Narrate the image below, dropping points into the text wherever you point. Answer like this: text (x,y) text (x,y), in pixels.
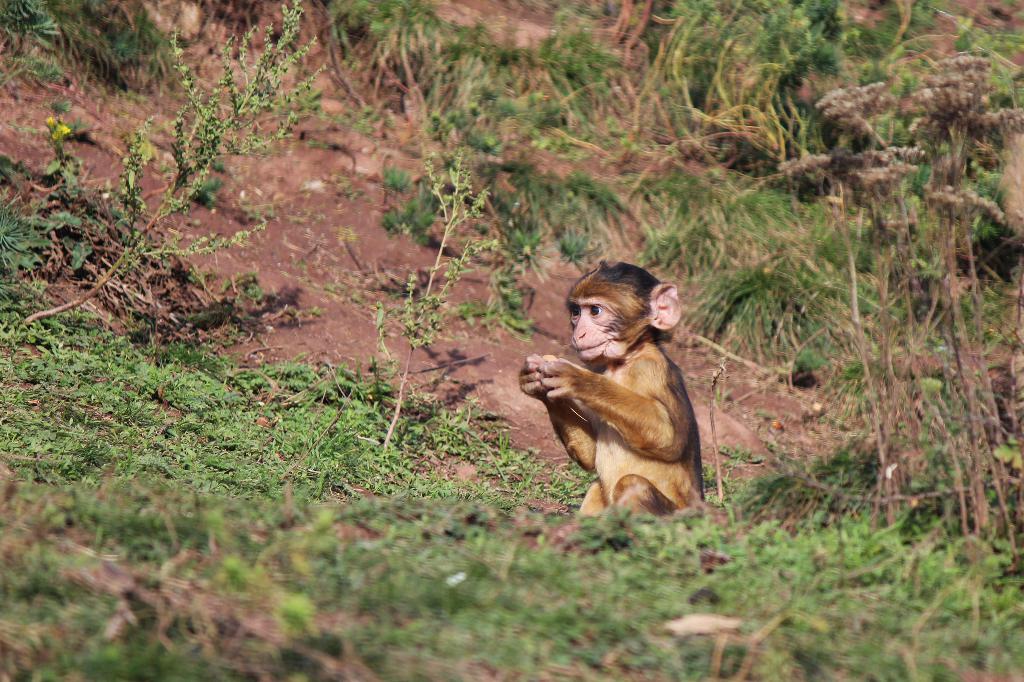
In the center of the image (637,360) there is a monkey (653,326). In the background (803,168) we can see plants (785,151) and grass (47,455).
